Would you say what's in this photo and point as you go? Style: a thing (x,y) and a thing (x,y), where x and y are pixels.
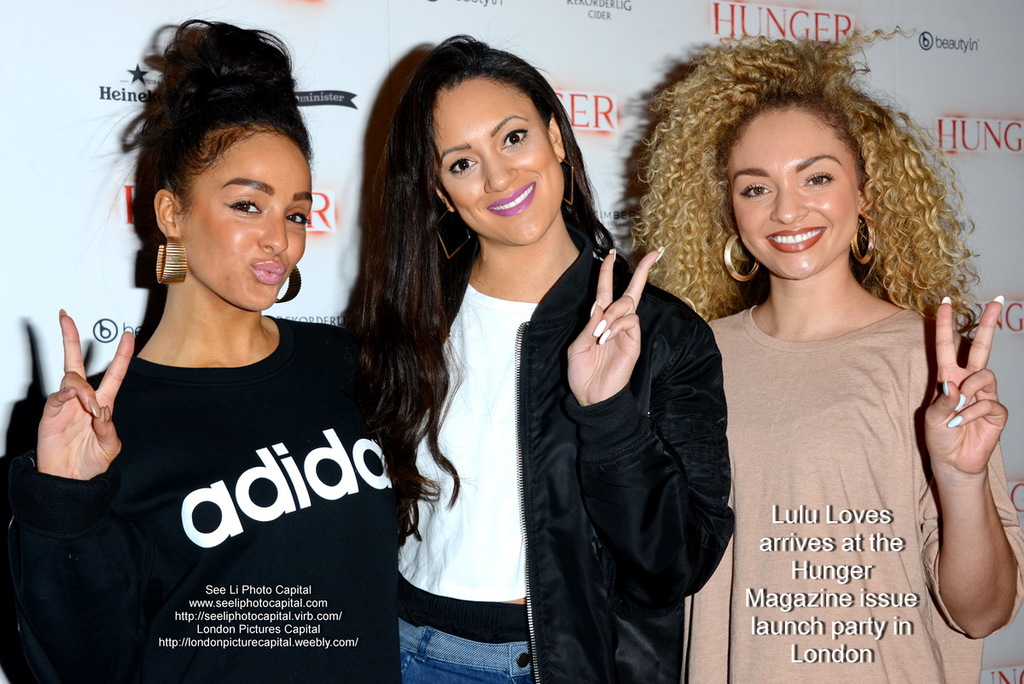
In this image we can see three women (771,354) standing. One woman (665,450) is wearing a black coat (652,492). In the background (554,74), we can see a wall (914,56) with some text (111,93) on it.
